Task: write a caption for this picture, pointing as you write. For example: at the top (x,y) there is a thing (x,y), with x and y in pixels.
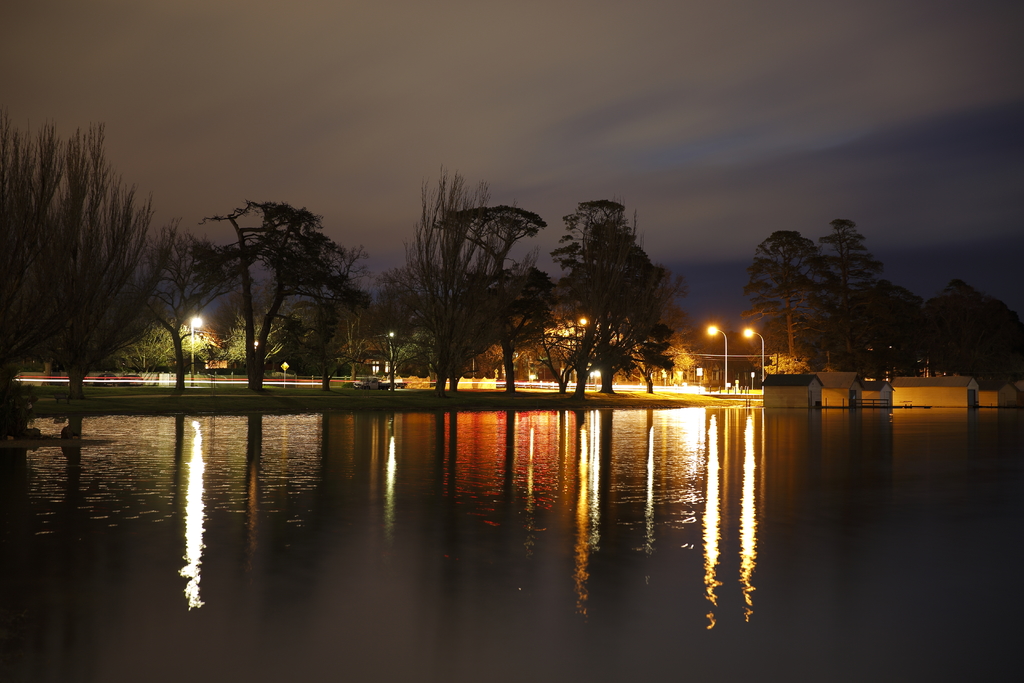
This is an image clicked in the dark. At the bottom (438,565), I can see the water (495,539). In the background (457,325) there are trees (267,325), light poles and there is a vehicle (370,383) on the road (358,380). At the top of the image (419,109) I can see the sky (236,111).
